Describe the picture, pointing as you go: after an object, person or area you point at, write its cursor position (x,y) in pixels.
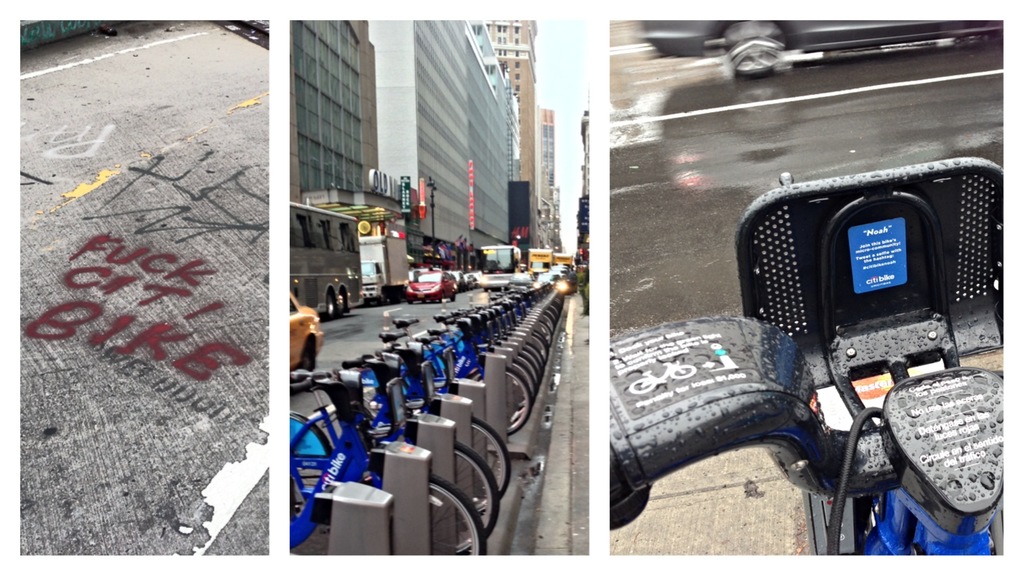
In this image I can see the collage picture in which I can see the ground (194,288), something is written on the ground (175,310), few bicycles (370,381), the road (400,330), few vehicles (355,274) on the road (375,317), few buildings (397,190), few boards (386,184), few poles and the sky (548,60) in the background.
